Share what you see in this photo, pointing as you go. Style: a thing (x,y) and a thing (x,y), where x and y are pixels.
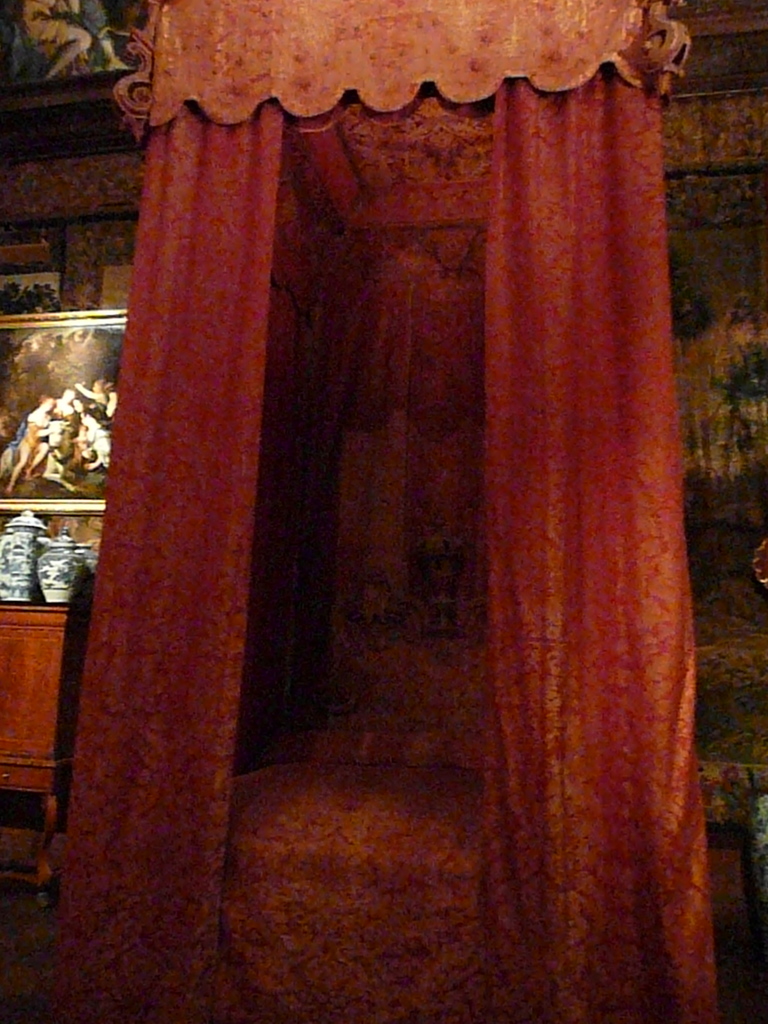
In this image, we can see a chamber (375,495) contains curtains (546,364). There is a photo frame (90,406) on the wall (93,307). There are jars (48,558) on the table (54,608) which is on the left side of the image (39,665).
